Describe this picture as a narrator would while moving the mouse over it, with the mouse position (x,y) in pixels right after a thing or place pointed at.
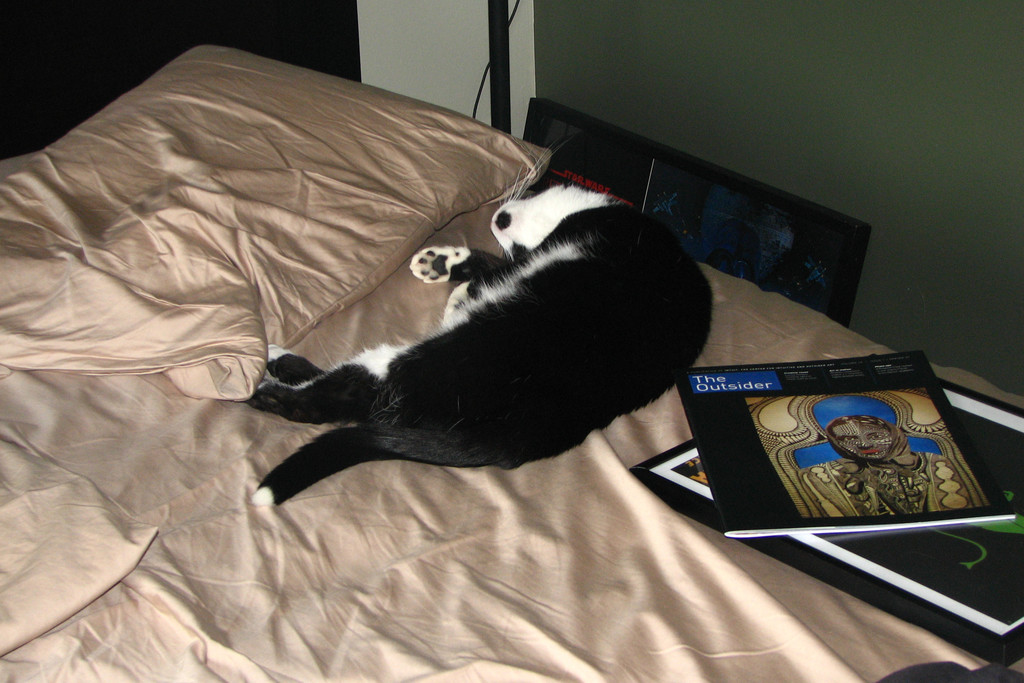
In this image there is a bed (584,440) and we can see a cushion (226,355), book (746,473) and a photo frame (910,554) placed on the bed (612,505). In the center of the image (495,412) we can see an animal (555,287) lying on the bed (405,475). In the background (489,42) there is a wall (675,57) and a stand (504,67).
